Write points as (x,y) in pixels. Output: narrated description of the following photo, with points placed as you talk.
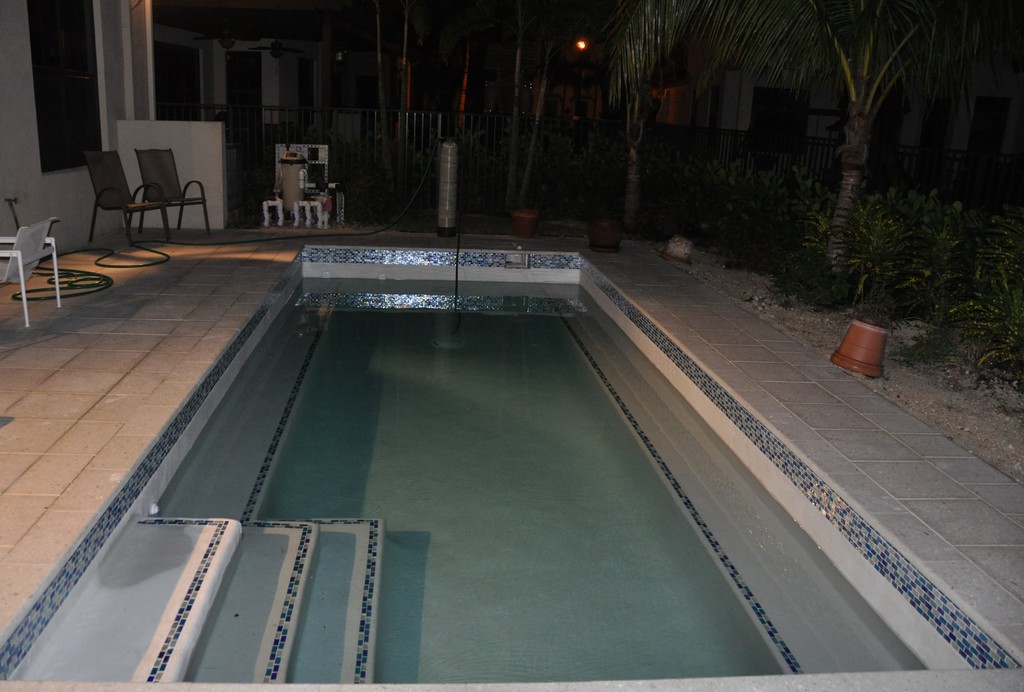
In this picture there are buildings (802,96) and trees (512,143). In the foreground (391,653) there is a swimming pool (401,572) and there are chairs (111,156) and there are objects (453,175) and flower pots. At the back (323,121) there is a railing (364,188).
